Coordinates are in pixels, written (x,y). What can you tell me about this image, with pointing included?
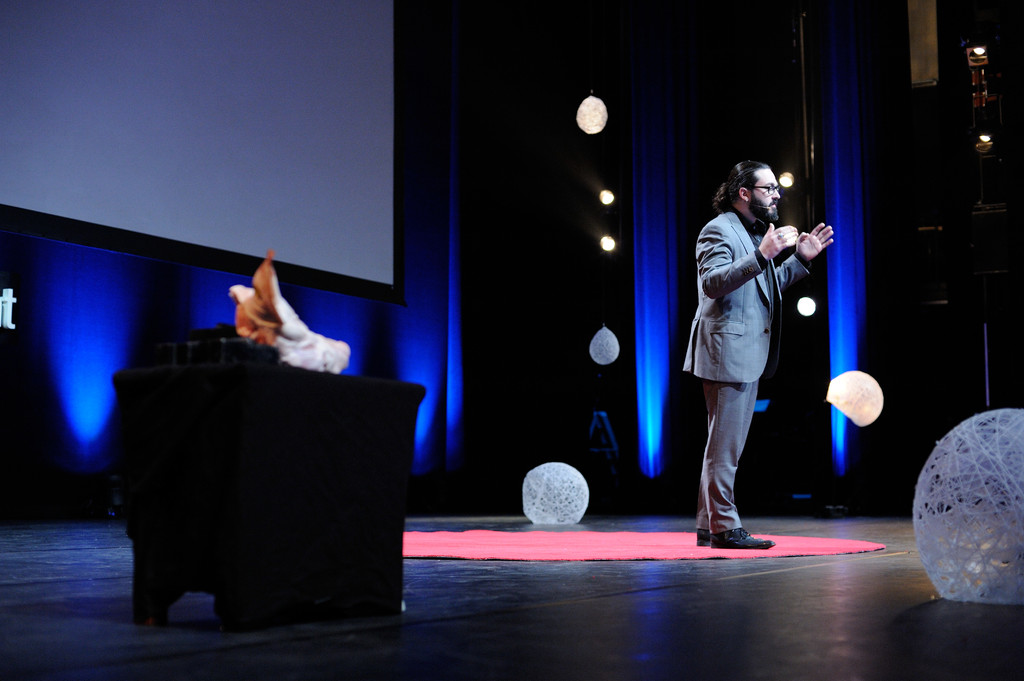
This image is taken indoors. At the bottom of the image (420,604) there is a floor (721,608). In the background (542,296) there is a wall (617,327). There are few lights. There is a screen (237,174). On the left side of the image (278,378) there is a table (247,399) with a few things (268,342) on it. On the right side of the image (866,407) there are two paper lamps (874,405). In the middle of the image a man (739,355) is standing on the floor (687,604) and talking. There are few paper lamps (573,506).
